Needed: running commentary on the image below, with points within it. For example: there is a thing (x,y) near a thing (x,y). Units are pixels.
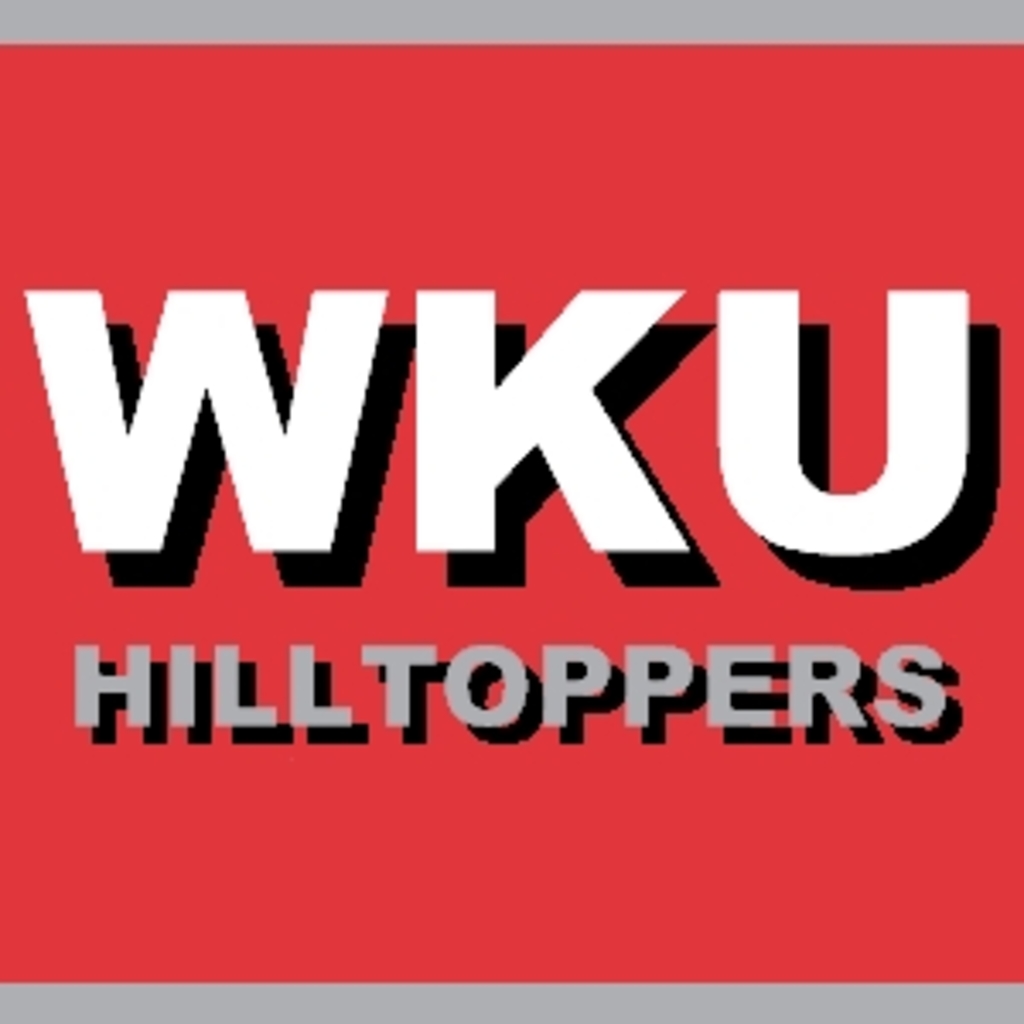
In this image, I can see a poster (469,485) with the words (469,485). There is a red background (9,877).
